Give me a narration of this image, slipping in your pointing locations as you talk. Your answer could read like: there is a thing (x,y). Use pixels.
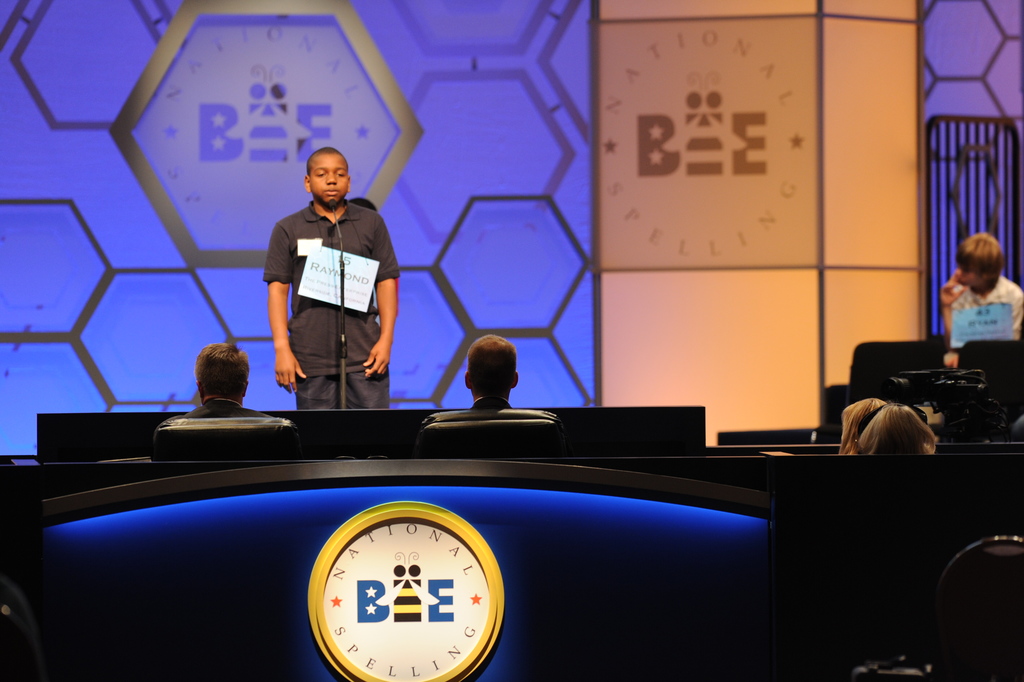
The man (269,255) in the middle of the picture (360,286) wearing black shirt (290,259) is standing in front of the microphone (340,370). In front of him, we see two men (224,402) sitting on the chairs (441,428). Beside them, we see two women (863,444) are also sitting on the chairs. At the bottom of the picture (410,613), we see a board (394,588) on which "National Spelling Bee" is written is placed on the blue color sheet (255,601). On the right side (1021,312), we see the man (993,290) in white T-shirt (1005,296) is sitting on the chair (1003,359). Beside him, we see a white pillar (750,206) and in the background (251,158), it is blue in color. This picture might be clicked in the auditorium (707,446).
